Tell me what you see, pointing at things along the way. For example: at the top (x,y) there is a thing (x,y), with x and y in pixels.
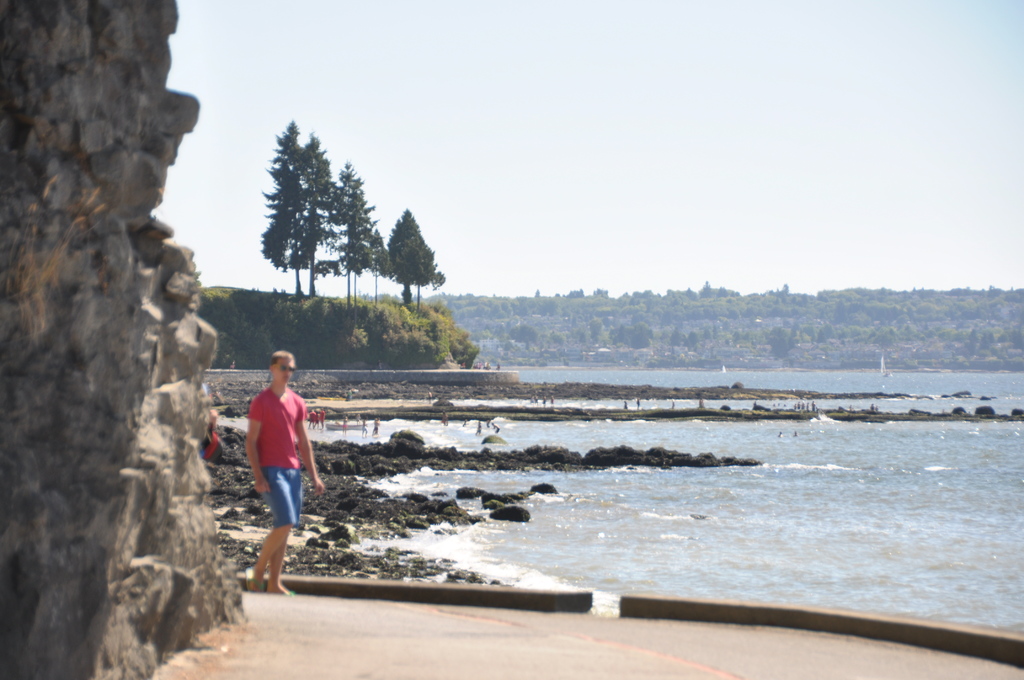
On the left side of the image (123,437) there is a wall (166,477), beside the wall (196,499) there is a person (284,460) walking on the path (719,641) of a road (666,645). On the right side of the image (776,504) there is a river (769,485). In the background (414,327) there are some trees (704,315), mountains (723,328) and sky (802,264).
